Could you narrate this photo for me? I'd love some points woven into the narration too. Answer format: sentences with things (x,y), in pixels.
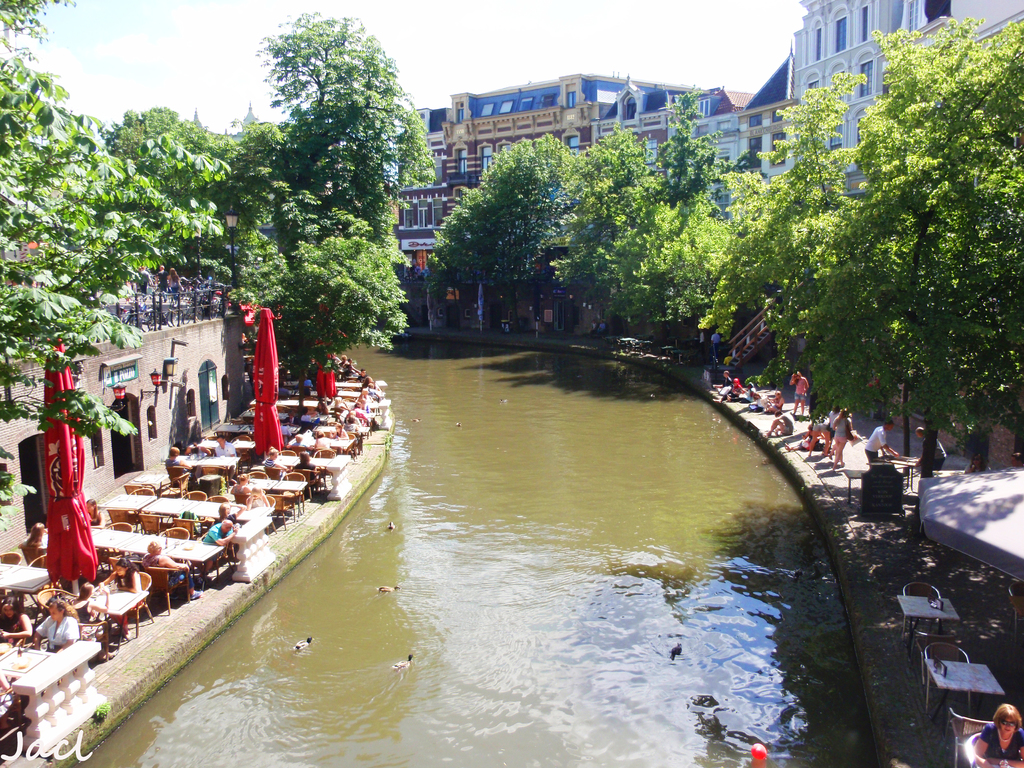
There are people (35,536) sitting around the tables (194,462) and water (502,561) in the foreground area of the image (428,593), there are trees (550,171), buildings (179,427) and the sky (333,8) in the background (597,93).
